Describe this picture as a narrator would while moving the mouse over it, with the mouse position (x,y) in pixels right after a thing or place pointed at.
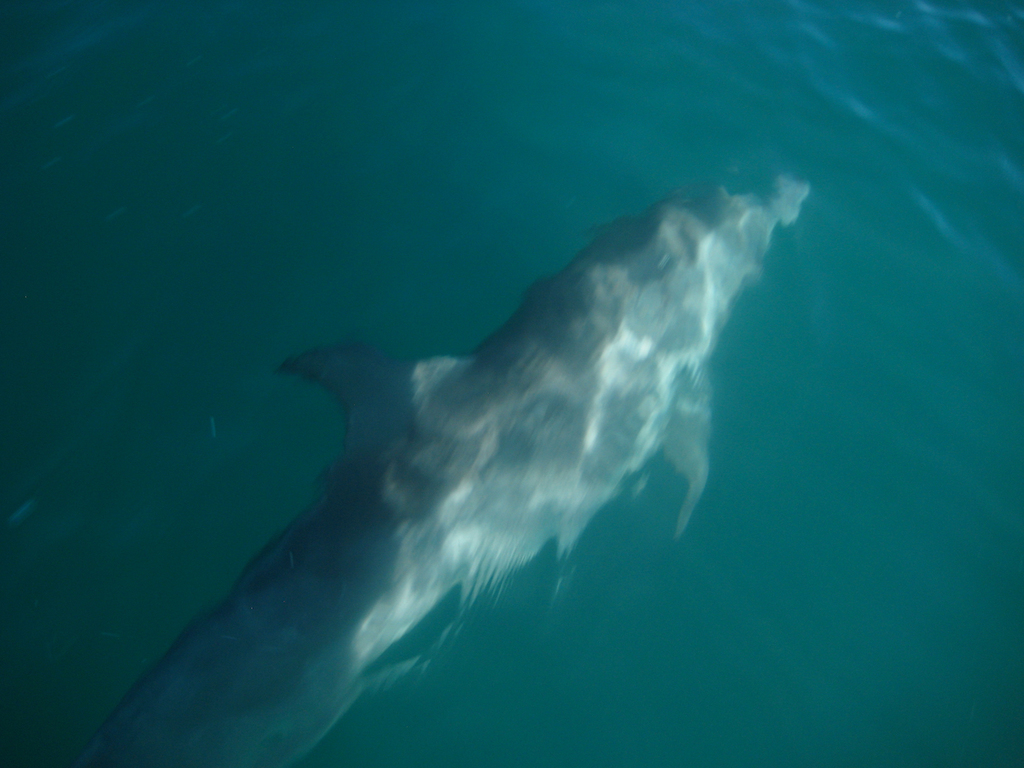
In this picture we can see a big dolphin (205,658) under blue water (586,567).
